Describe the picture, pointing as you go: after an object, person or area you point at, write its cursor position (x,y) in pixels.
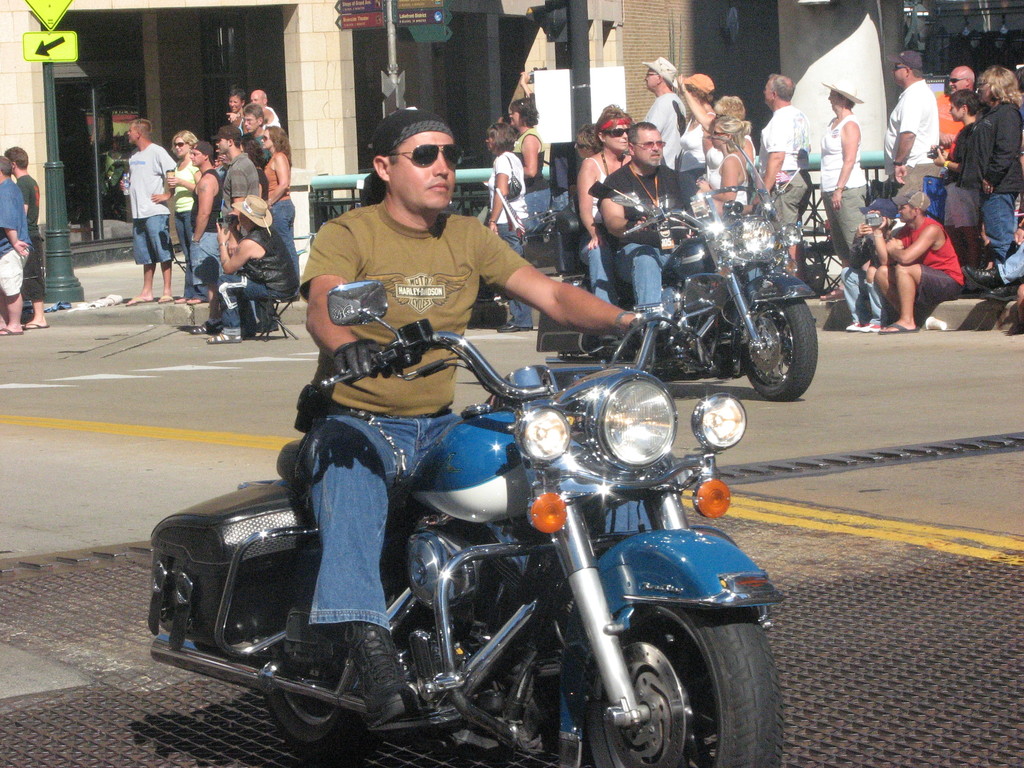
A man (395,403) is riding bike (311,561) on the road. Behind him there are few people (238,147) standing and a sign pole (66,234), building (77,79) and two people (650,199) on bike (782,265) riding.
